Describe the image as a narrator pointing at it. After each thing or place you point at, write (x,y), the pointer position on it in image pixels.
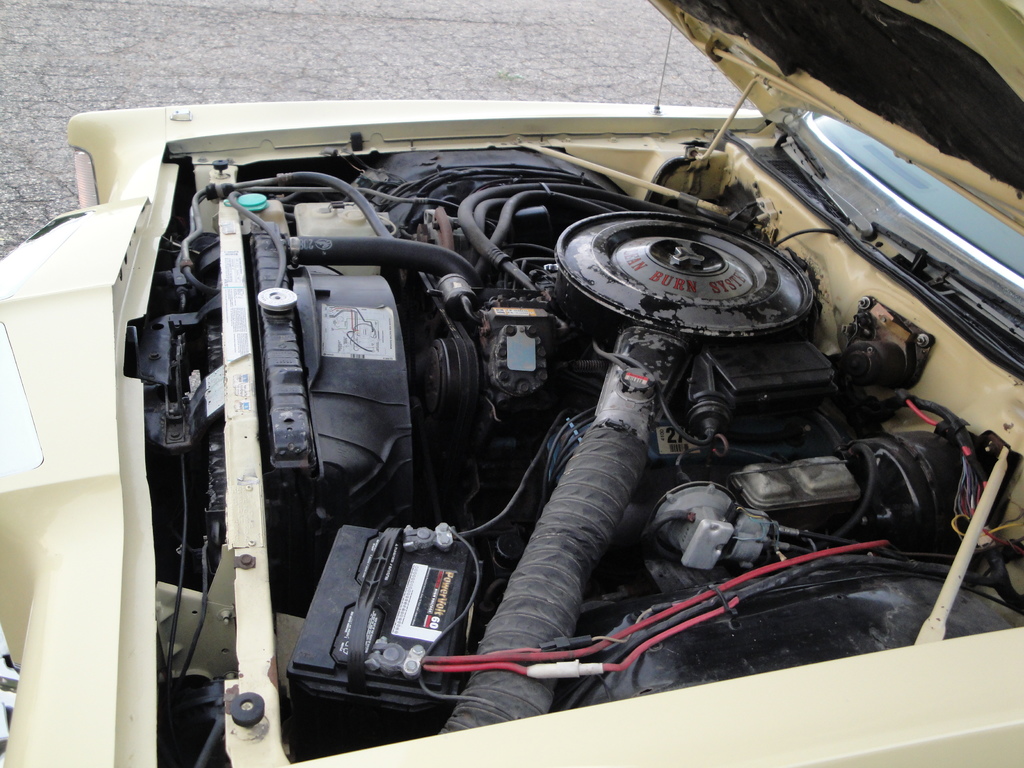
In this image I can see the vehicle engine (672,465) and the vehicle (670,734) is in cream color and I can see the gray color background (104,35).
